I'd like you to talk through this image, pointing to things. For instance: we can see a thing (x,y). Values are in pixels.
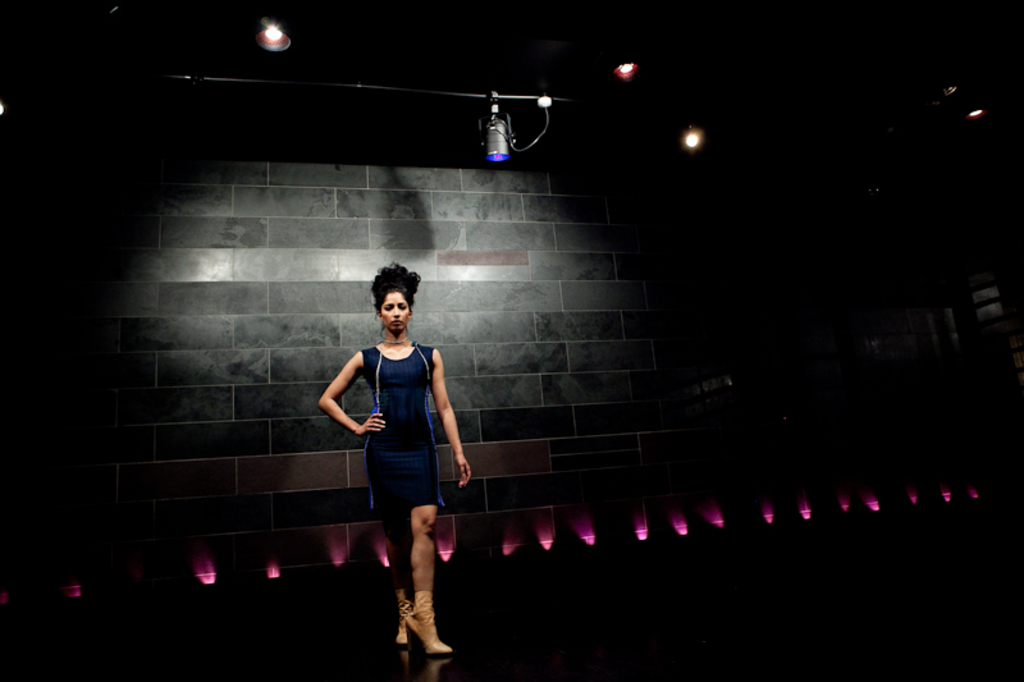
Here we can see a woman (440,648) standing on the floor (560,594). In the background (519,531) we can see lights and wall (442,351).
